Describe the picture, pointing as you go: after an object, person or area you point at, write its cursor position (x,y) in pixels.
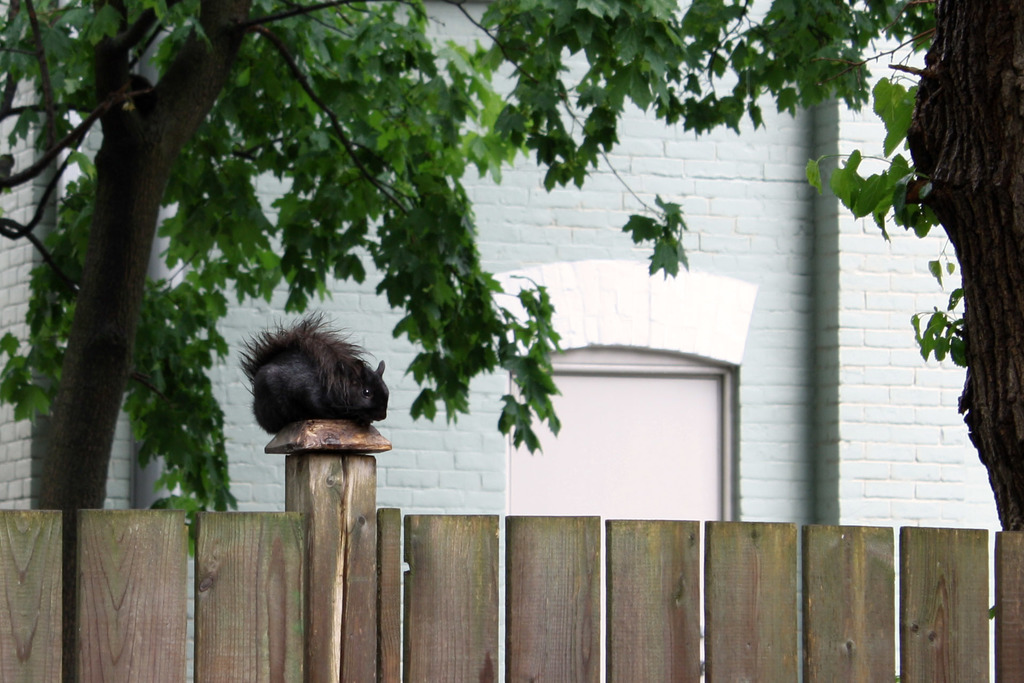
In this image we can see an animal (318,408) is sitting on a wooden fence (414,522). In the background (304,318) there are trees (939,120), building (563,317) and door (693,506).
